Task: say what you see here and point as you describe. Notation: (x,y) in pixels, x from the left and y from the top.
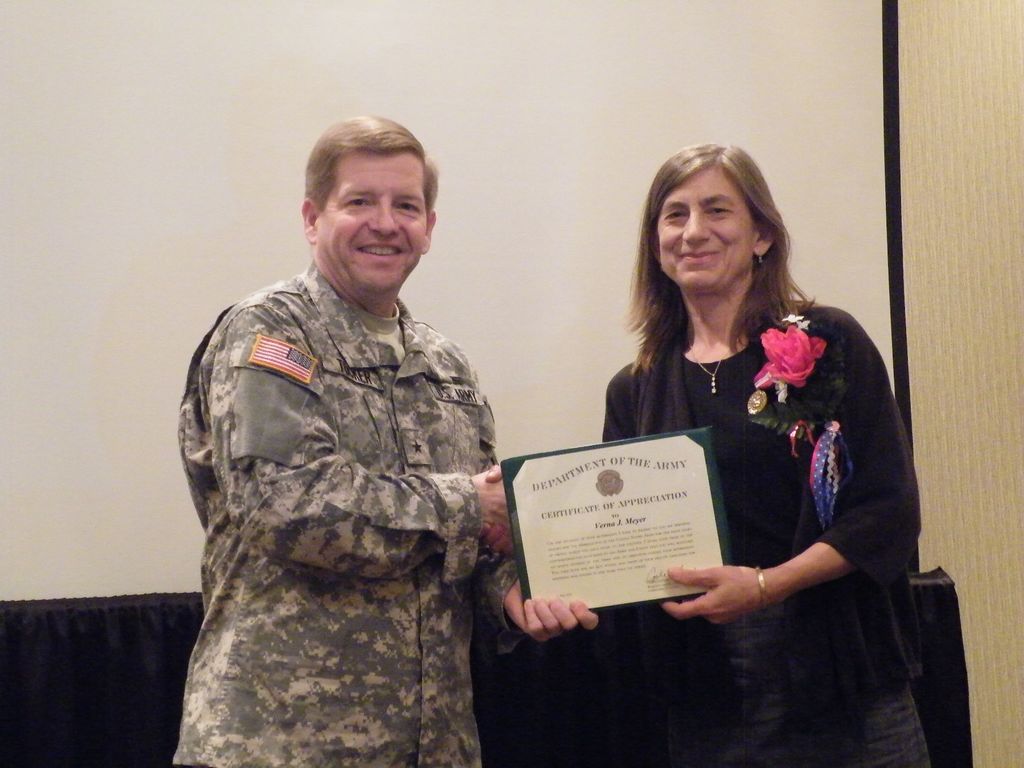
In the image there are two people (376,472), both of them are laughing and they are holding an award (666,600) together and in the background (551,367) it seems like there is a projector screen (217,122).
